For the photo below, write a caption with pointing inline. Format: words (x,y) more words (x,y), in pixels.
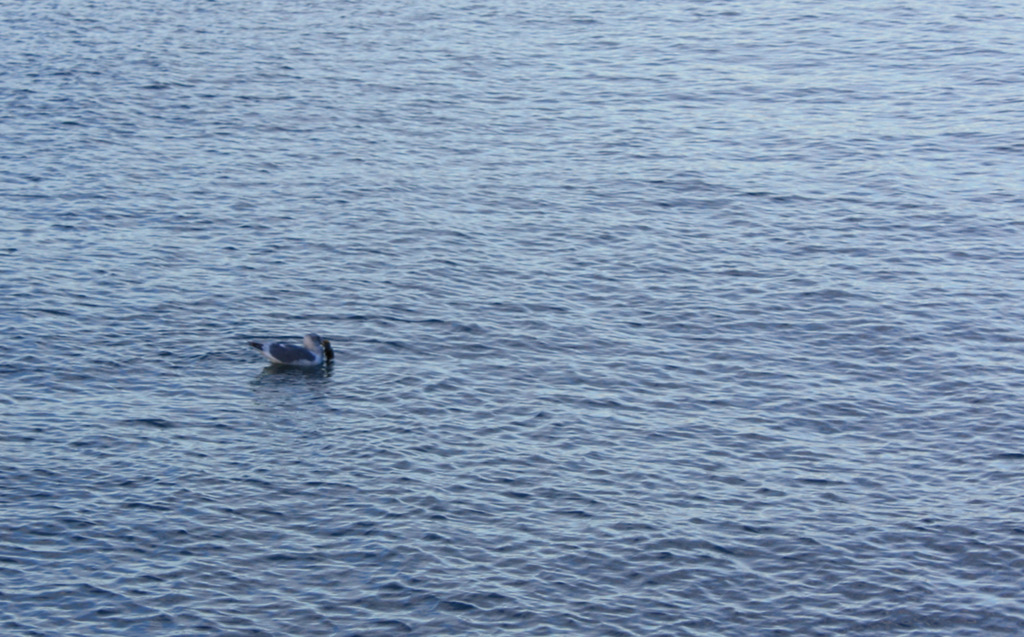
In this image we can see a gull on the water (514,332).
